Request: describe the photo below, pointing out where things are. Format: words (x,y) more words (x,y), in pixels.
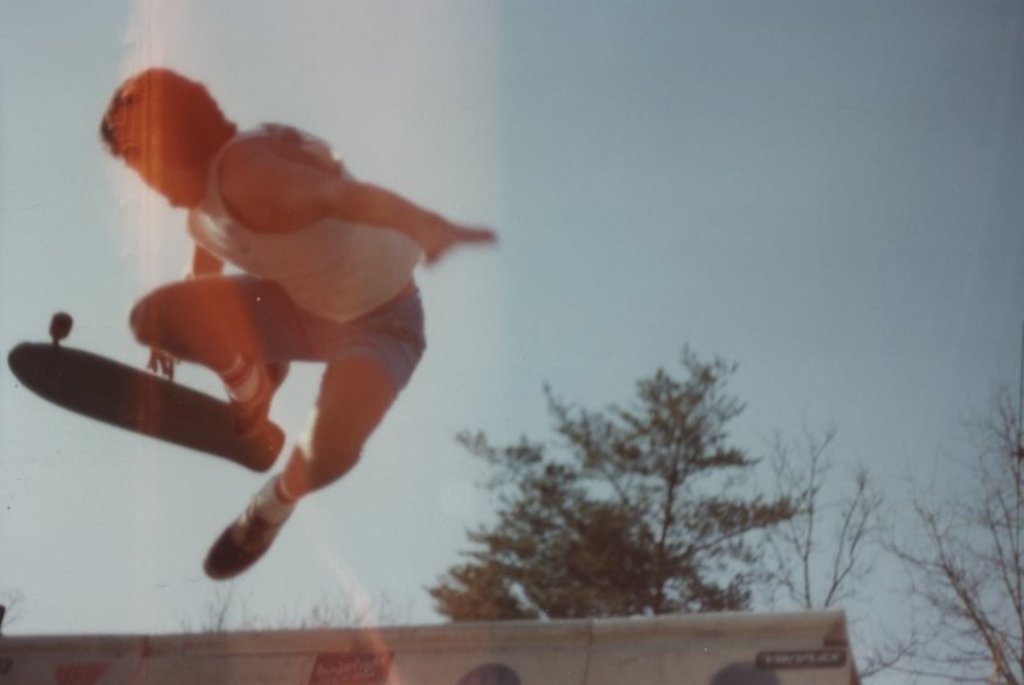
Here we can see a person (359,355) riding a skateboard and he is in the air. There are trees (582,515). In the background (876,310) there is sky (862,239).
